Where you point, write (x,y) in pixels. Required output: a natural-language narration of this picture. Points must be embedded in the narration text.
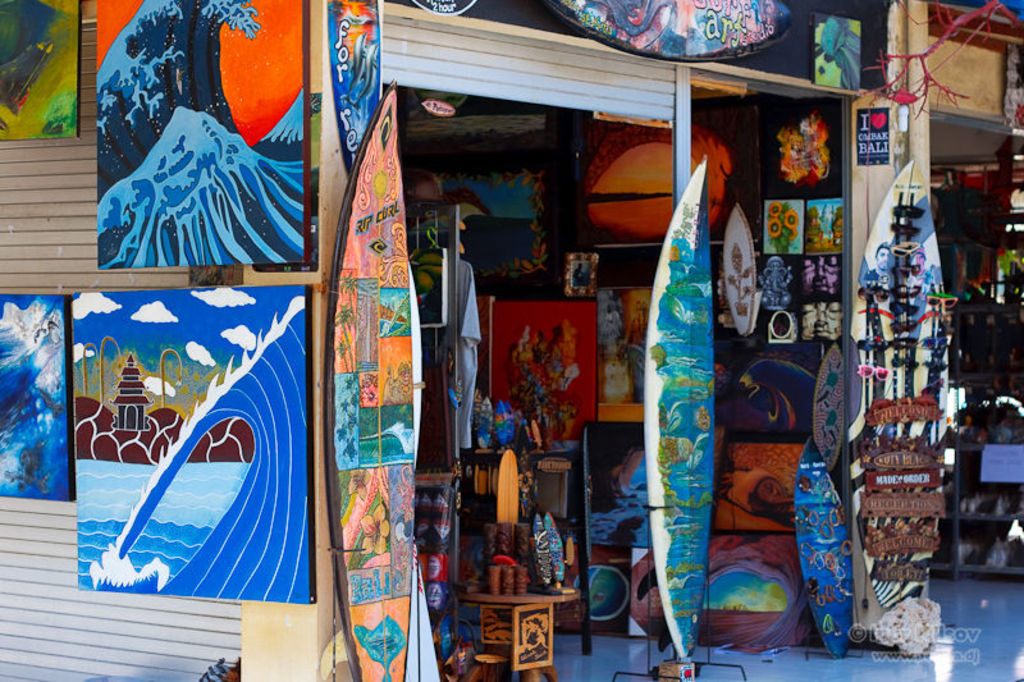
In this picture we can see the shop (566,437). In the shop (536,293) we can see the paintings (591,401), boards (655,342), tables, boxes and other objects (443,515). On the left (233,369) we can see the paintings (188,85) which are hanged near to the shelter (73,262).
